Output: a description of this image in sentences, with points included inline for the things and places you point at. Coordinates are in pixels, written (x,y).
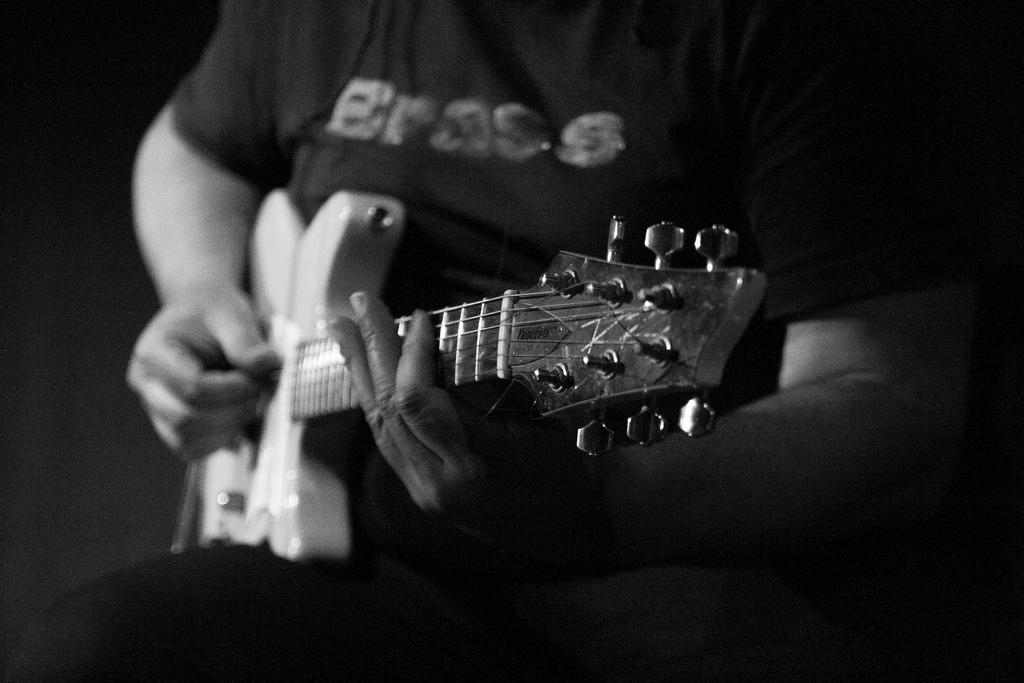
This person (195,248) sitting and playing guitar (272,313) and wear black color t shirt (509,108).
